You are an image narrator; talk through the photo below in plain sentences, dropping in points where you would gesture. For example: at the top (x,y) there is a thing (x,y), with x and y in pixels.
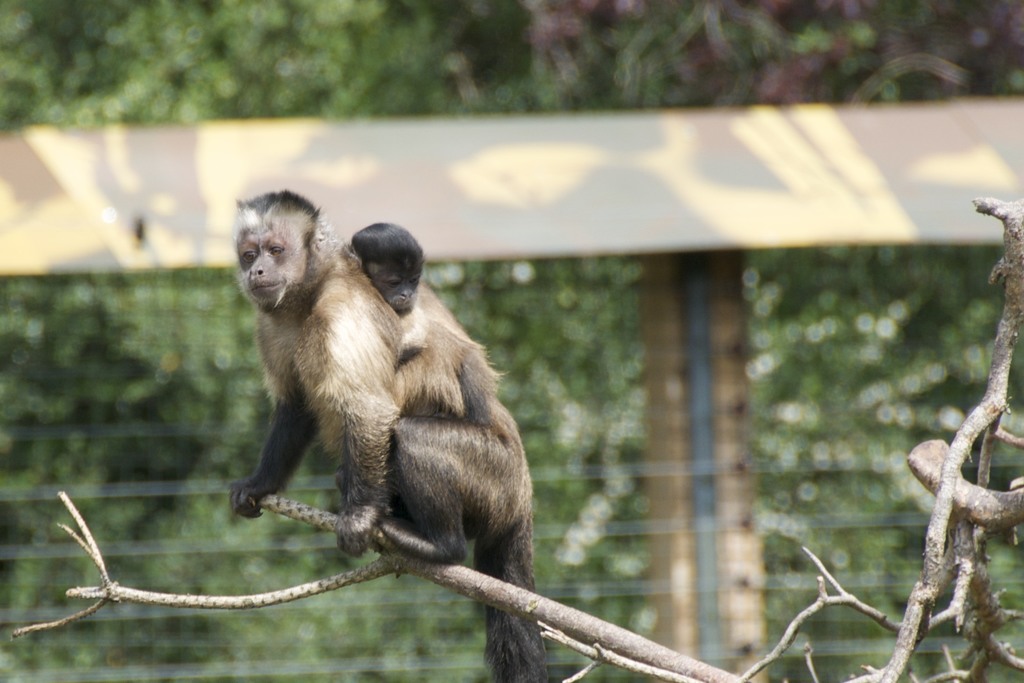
In the image there is a monkey (266,259) and its baby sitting on the branch (583,632) of a tree (583,632).
